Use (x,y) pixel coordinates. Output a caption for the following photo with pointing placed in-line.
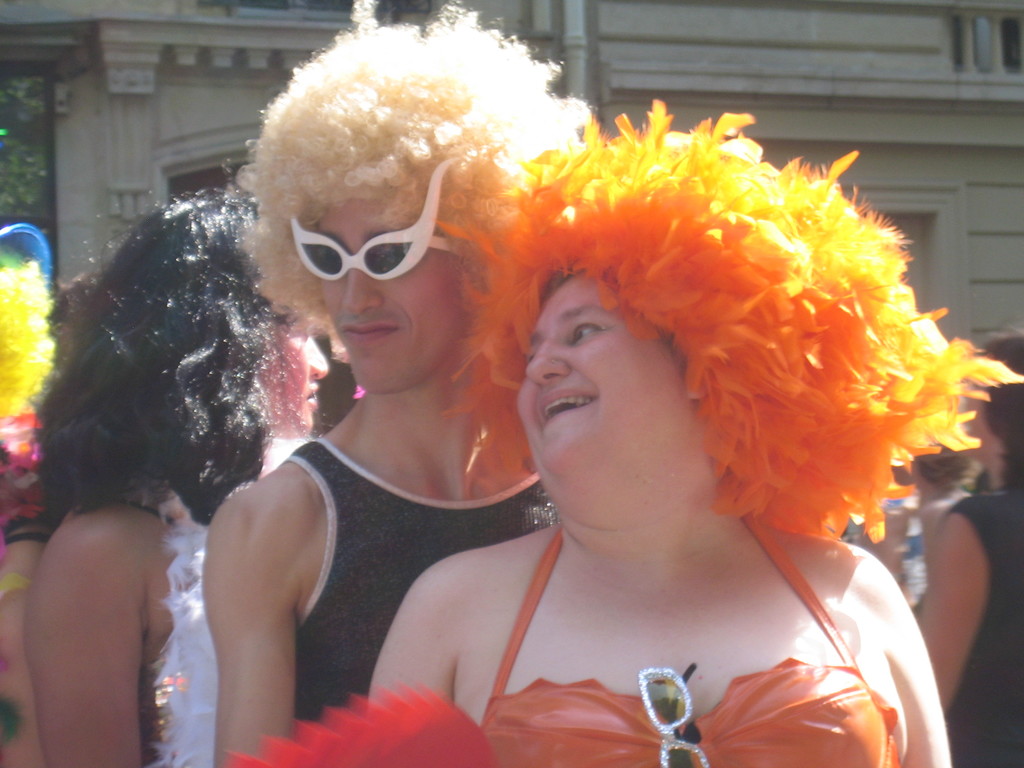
In this image there are a group of people (531,485) who are standing and they are wearing some costumes (732,458), in the background (349,22) there is a building (878,136).
